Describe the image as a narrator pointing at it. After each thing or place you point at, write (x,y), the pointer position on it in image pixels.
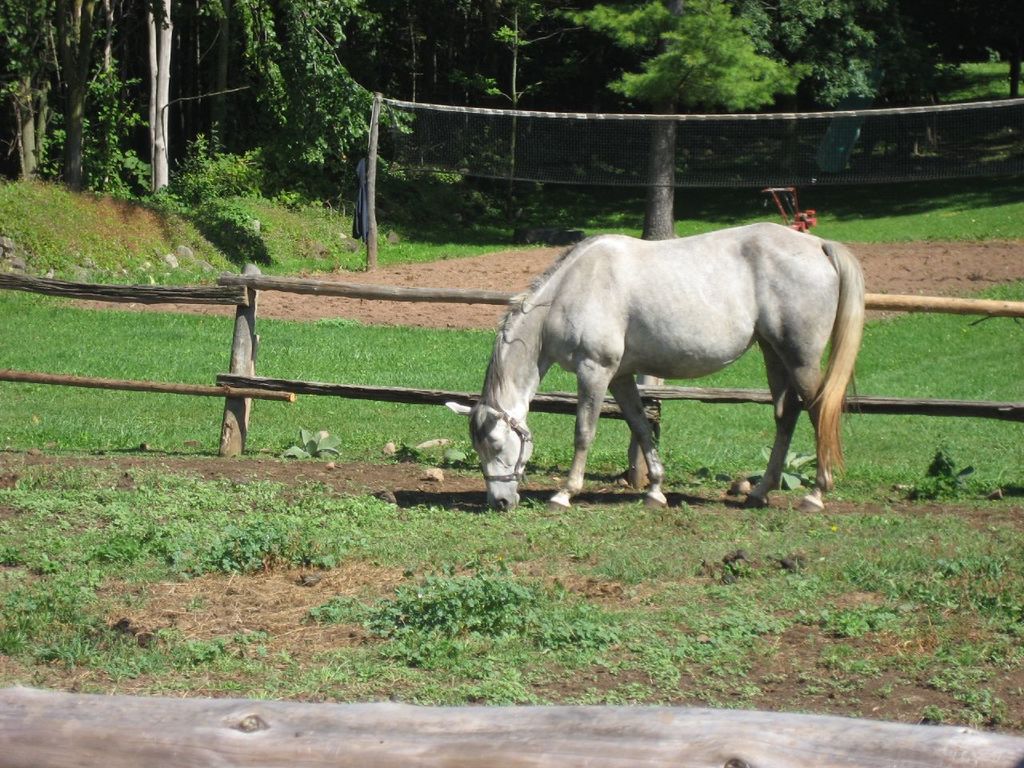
In this image we can see the horse (588,413). And we can see the grass (259,493). And we can see the plants (90,253) and trees (369,101). And we can see the wooden fence (877,748).
